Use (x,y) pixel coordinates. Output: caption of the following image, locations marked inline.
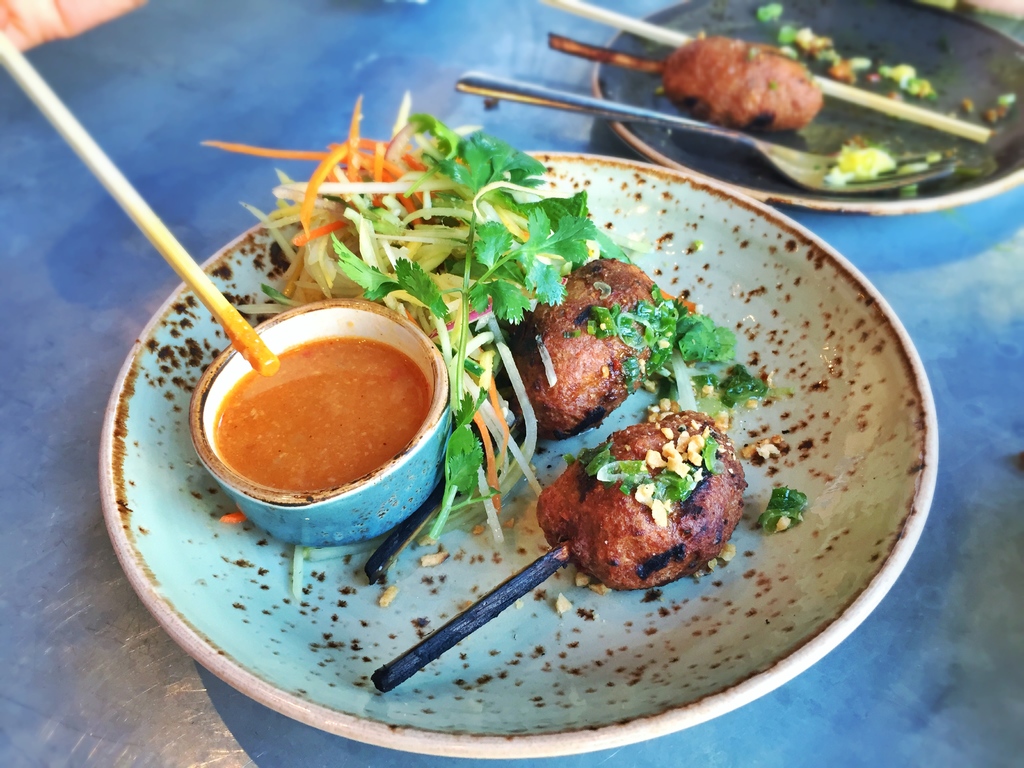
In this image there are plates (656,217), bowl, sticks (891,108), fork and food (579,342). Plates (426,577) are on the blue surface (416,82).
